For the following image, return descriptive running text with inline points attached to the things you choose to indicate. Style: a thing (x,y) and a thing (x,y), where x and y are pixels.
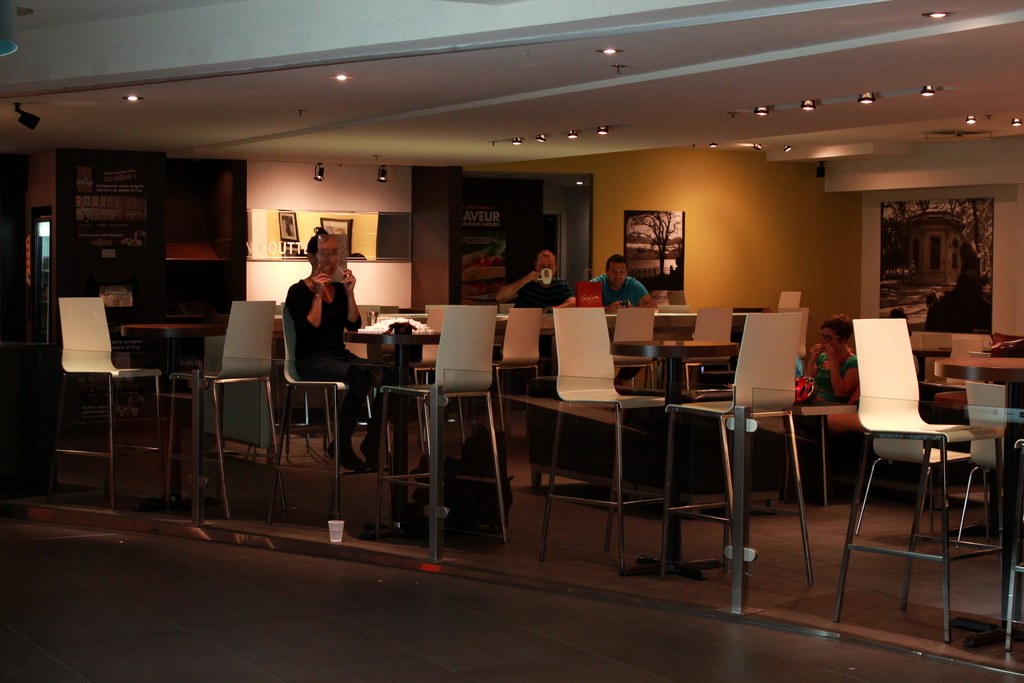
In this picture there are two men (634,303) and two women (813,358) sitting on the chair (784,355). There is a cup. A frame (652,260) is visible on the wall (693,269). Some lights (576,128) are seen on the top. A poster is visible on the right side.
